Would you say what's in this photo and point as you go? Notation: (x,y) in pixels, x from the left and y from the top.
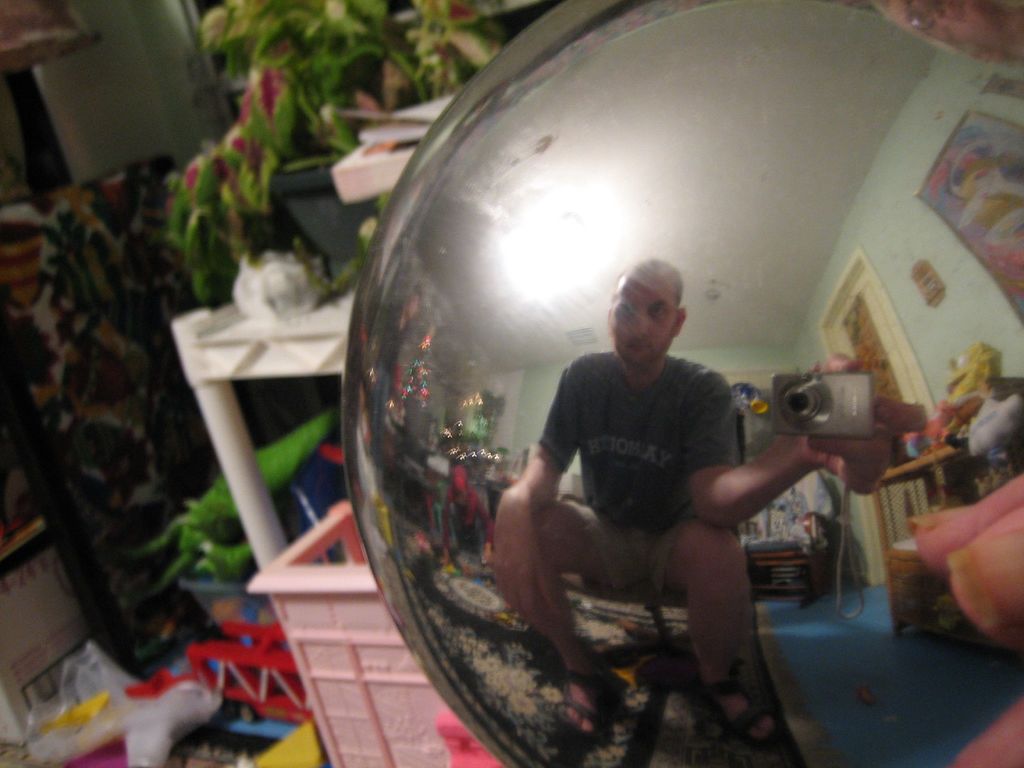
In this image I can see steel ball (701,182). We can see a reflection (650,492) of the person (669,470) sitting on the chair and holding camera (854,380). Back Side I can see cupboards (901,588) and some objects (813,546) on the floor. In front I can see white color table (263,324) and flower pot (285,185).
